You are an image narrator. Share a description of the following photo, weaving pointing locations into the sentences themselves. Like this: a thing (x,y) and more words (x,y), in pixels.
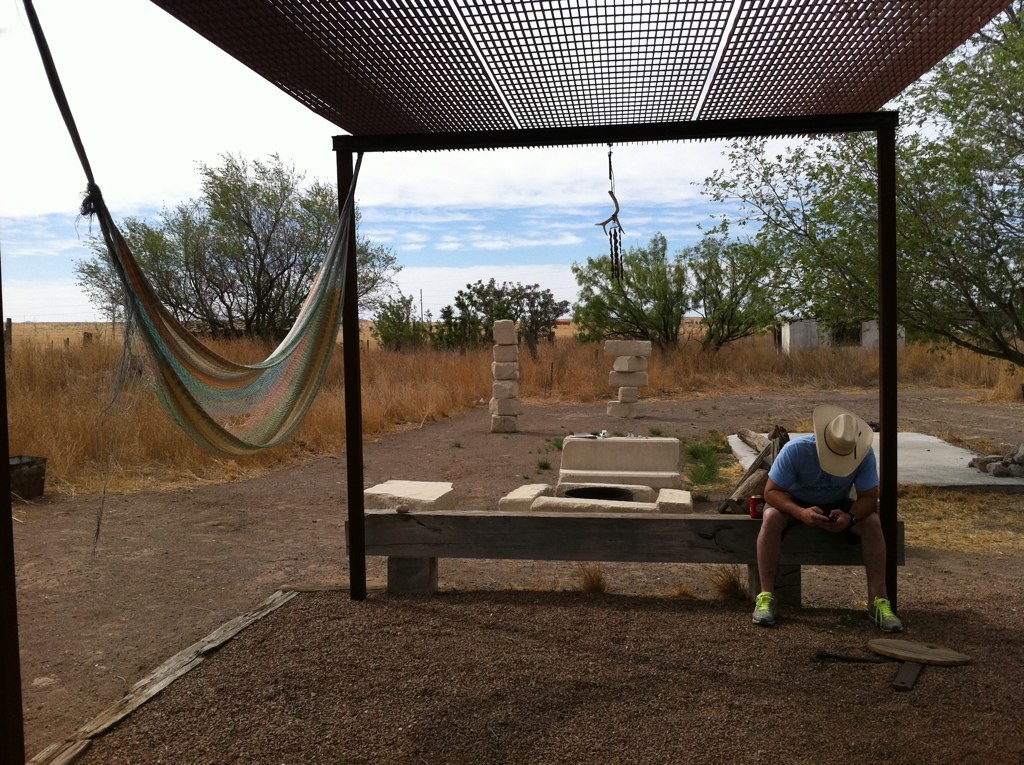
This is the man (764,525) sitting on the wooden bench (420,549). He wore a hat (847,460), T-shirt (812,494), short (820,505) and shoes (772,600). This is the roof (389,63). I can see the rocks (508,336), which are placed one on the other. This is the dried grass (450,383). These are the trees (638,259). This looks like a hammock (277,354), which is hanging.
